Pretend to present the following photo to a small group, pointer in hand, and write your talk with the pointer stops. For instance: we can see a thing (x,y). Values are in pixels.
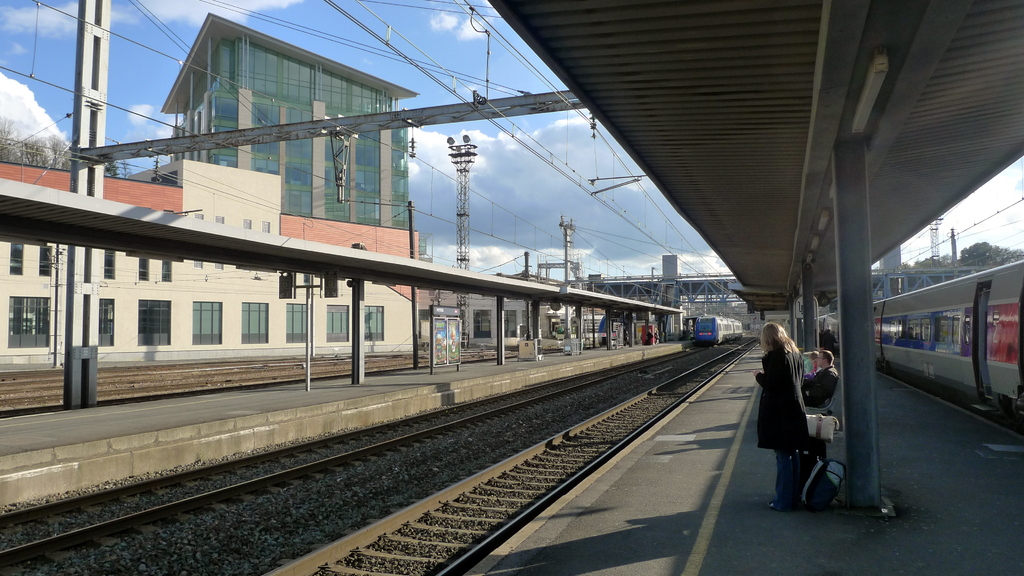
In this image on the right side (805,364) there are persons (780,405) standing and sitting and there is a train (957,338). There are trees (994,261) and there are pillars (847,313) and there is a shelter (778,221). In the center (660,328) there is a train (726,323) running on the railway track (526,400) and there are boards (453,331) with some text (453,347) written on it and there is a shelter (500,284) and there are pillars (77,348). In the background (487,301) there are buildings (308,225), poles (414,247) and the sky (513,163) is cloudy.
